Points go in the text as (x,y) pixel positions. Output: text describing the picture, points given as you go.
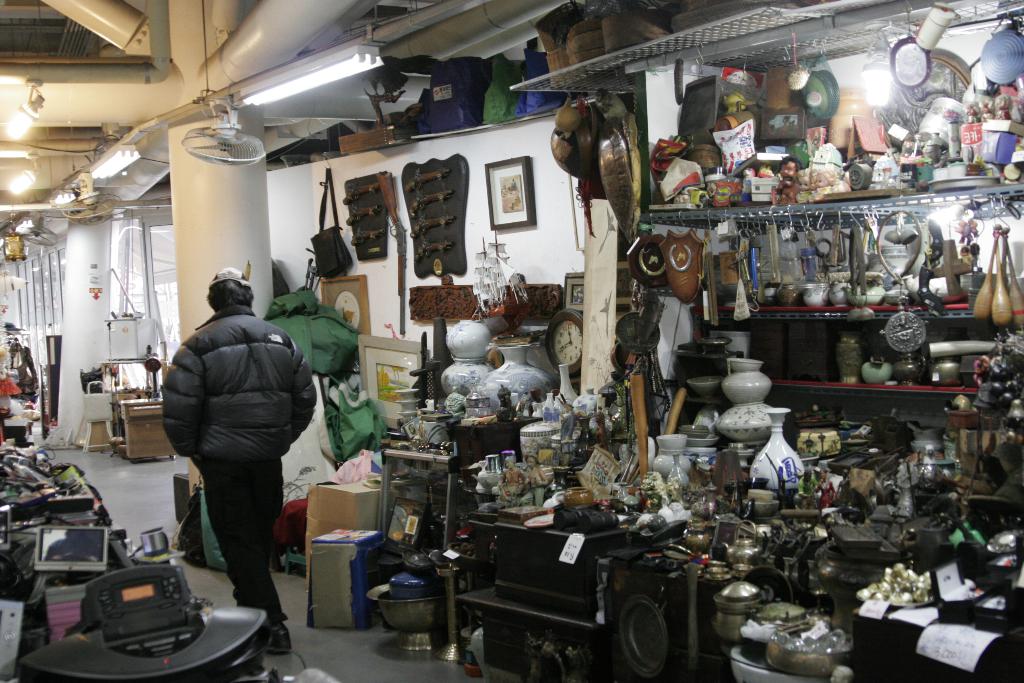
In this picture I can see few posts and I can see photo frame (522,209) on the wall (553,173) and I can see few bags (487,112) and few items (711,508) on the floor (402,658) and I can see few lights (250,93) on the ceiling (22,41).
